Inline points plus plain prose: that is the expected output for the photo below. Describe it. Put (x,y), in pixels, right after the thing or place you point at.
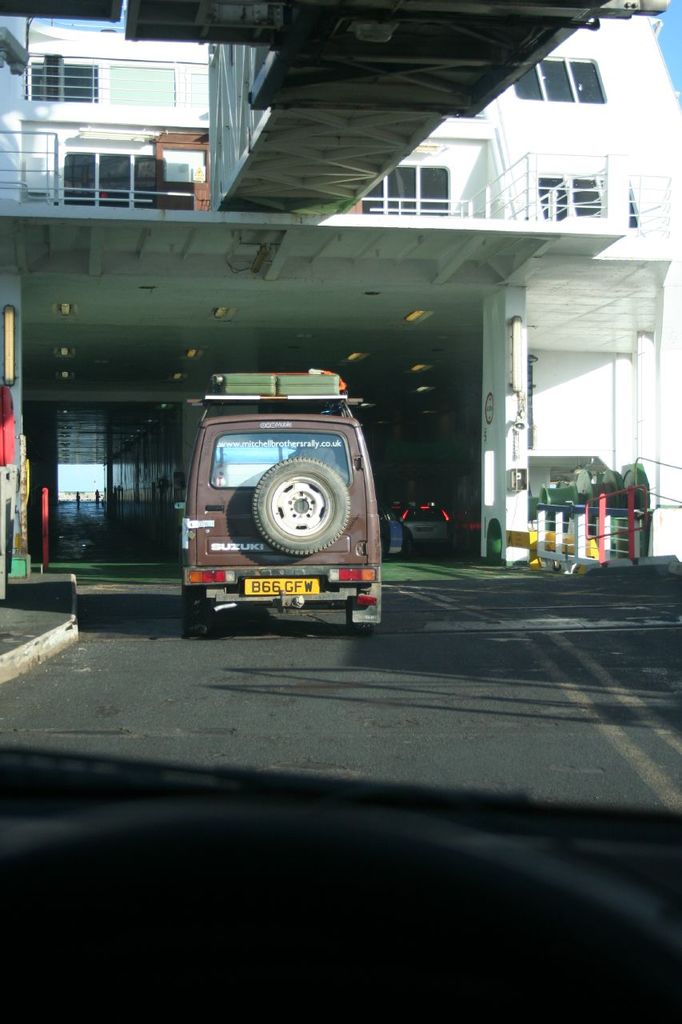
In the picture there is a vehicle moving on the road (48,667) above the road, there is a building (45,126) and there is a bridge (302,101) in front of that building (505,202).
